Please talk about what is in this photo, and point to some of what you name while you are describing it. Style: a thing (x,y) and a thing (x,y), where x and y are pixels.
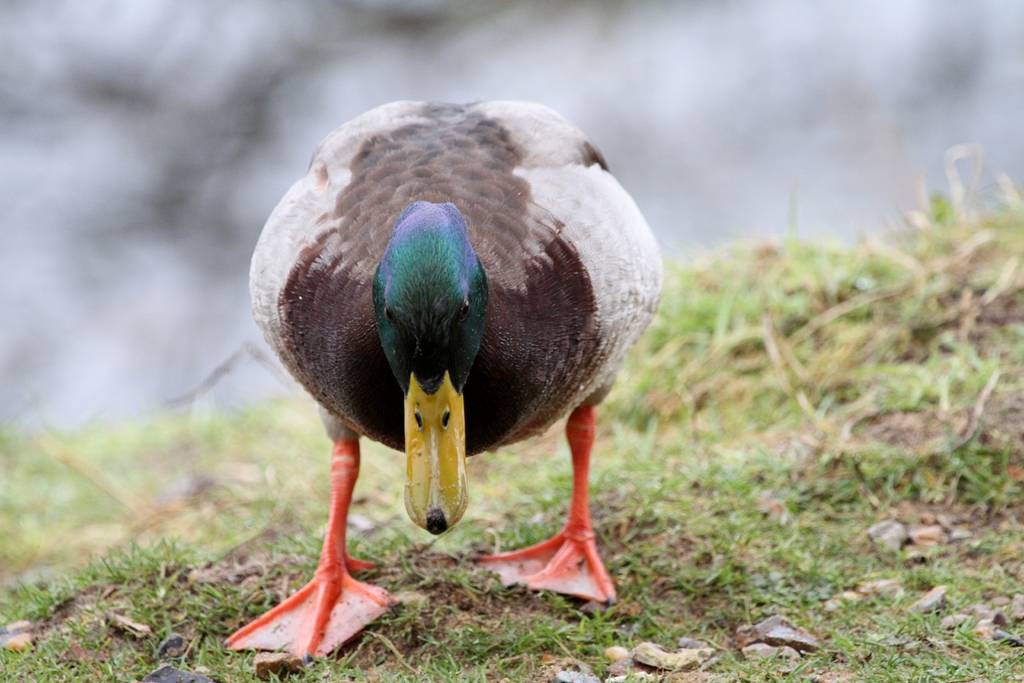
In this picture, we see a duck (431,168) in white and brown color. It has a yellow color beak (437,476). At the bottom (806,604), we see the grass (745,600) and the stones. In the background (455,77), it is grey in color. This picture is blurred in the background (82,155).
